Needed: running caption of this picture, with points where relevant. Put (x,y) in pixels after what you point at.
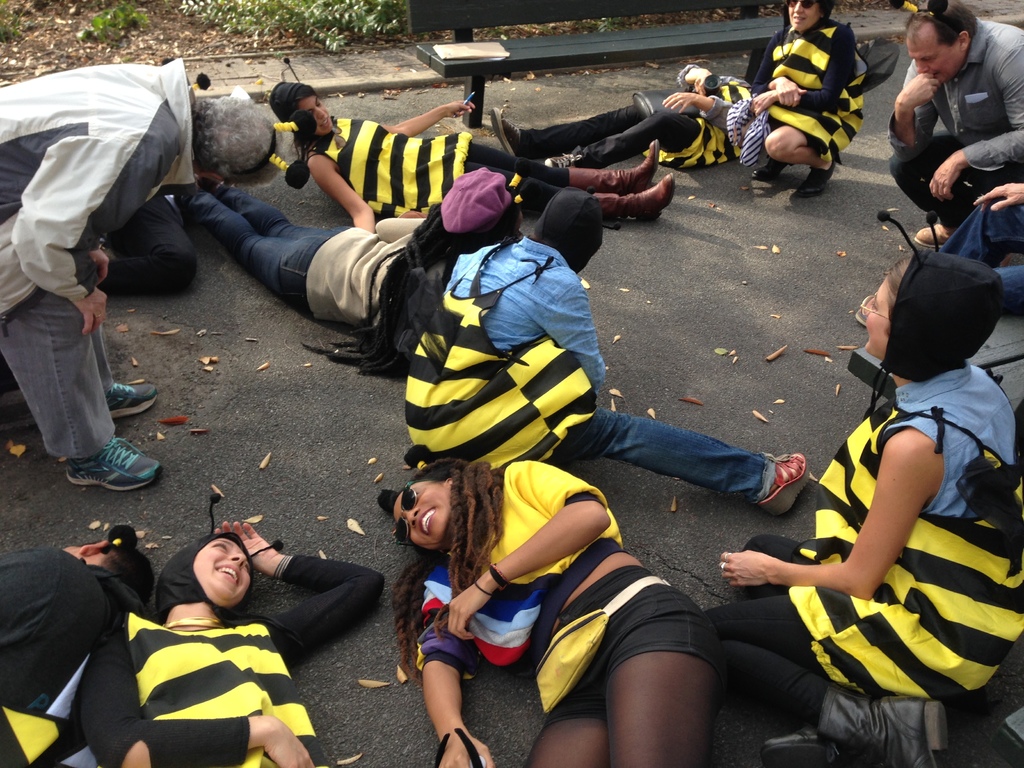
In this picture I can see group of people (481,409) among them a person (97,165) is standing, some are sitting and some are lying on the road (376,544). In the background (518,19) I can see grass (372,10) and a bench (555,48).
